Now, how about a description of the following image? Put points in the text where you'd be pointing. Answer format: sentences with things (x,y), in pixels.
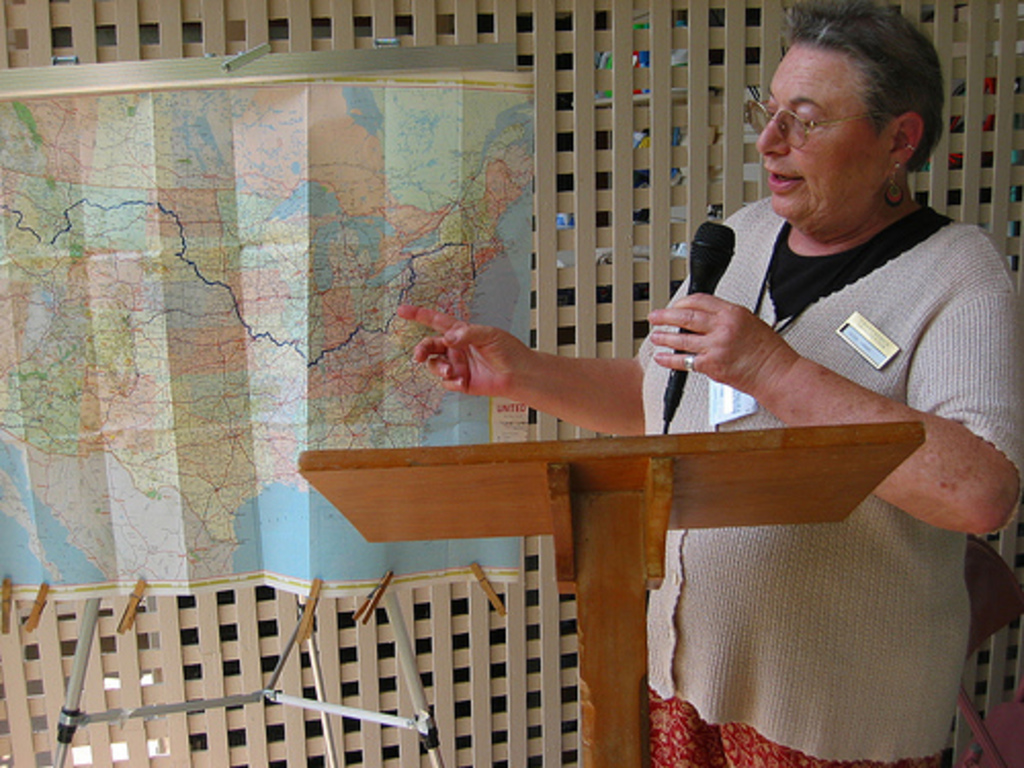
In the image we can see a woman (891,321) standing, she is wearing clothes (934,365), earring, spectacles (783,125) and a finger ring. She is holding a microphone (706,251) in her hand (699,366), this is a podium (602,468) and this is a poster (351,594). These are the clips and a stand (395,605).
